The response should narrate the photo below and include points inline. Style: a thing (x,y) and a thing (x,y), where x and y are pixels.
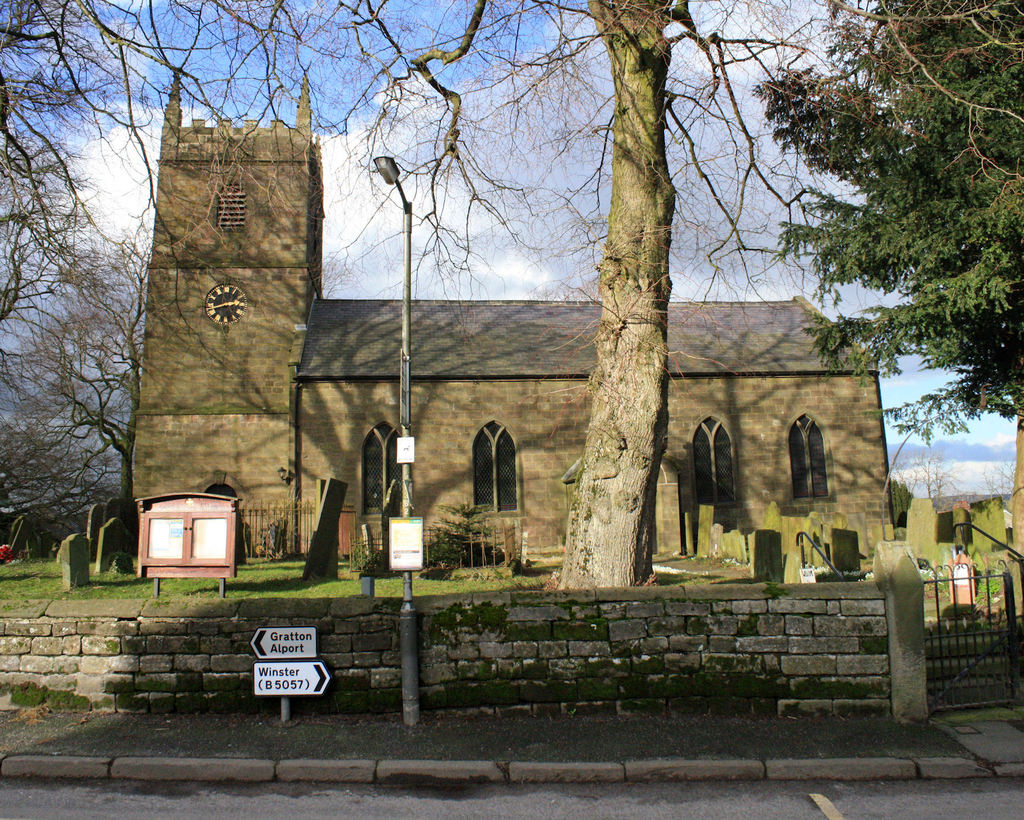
Here we can see building (540,520). To this building (451,471) there is a clock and windows (822,456). In-front of this building (438,471) there are trees (633,386), compound wall (445,624), sign boards (413,550), light pole (401,183), gate (979,660), plants (470,531) and fence (450,539). Sky (497,189) is cloudy.
